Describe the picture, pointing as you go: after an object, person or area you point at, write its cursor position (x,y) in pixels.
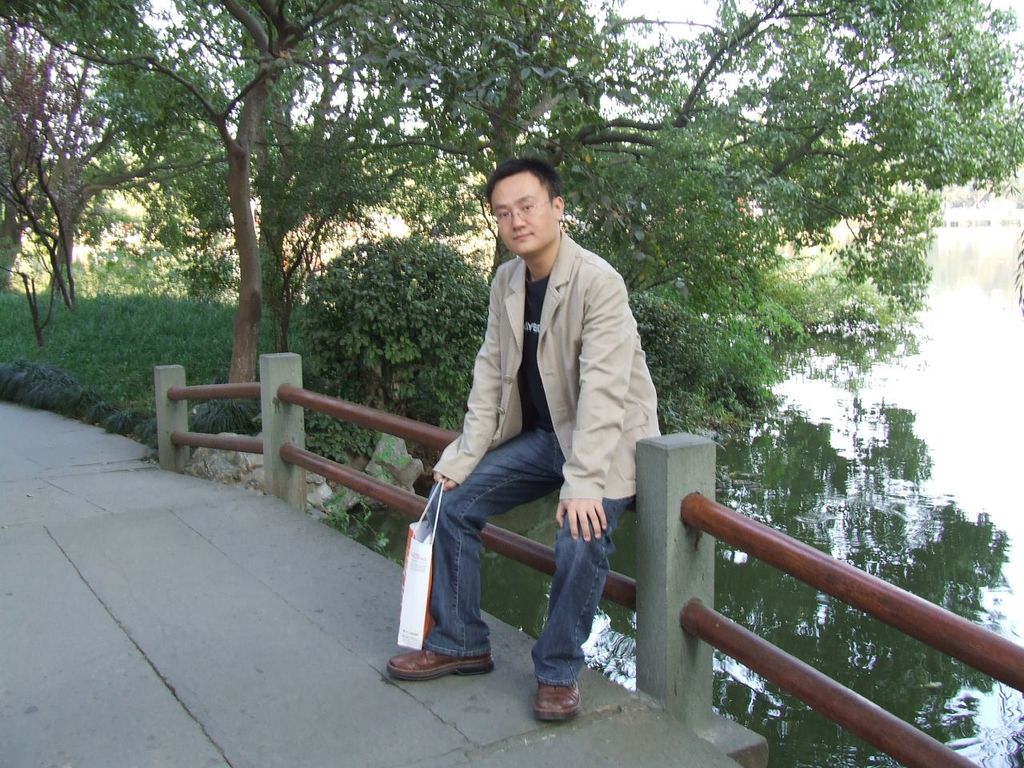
At the bottom of the image (18,704) there is a bridge (18,704), on the bridge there is fencing (705,437). On the fencing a man (519,228) is sitting and smiling. Behind him there is water (953,467) and there are some trees (183,159).
